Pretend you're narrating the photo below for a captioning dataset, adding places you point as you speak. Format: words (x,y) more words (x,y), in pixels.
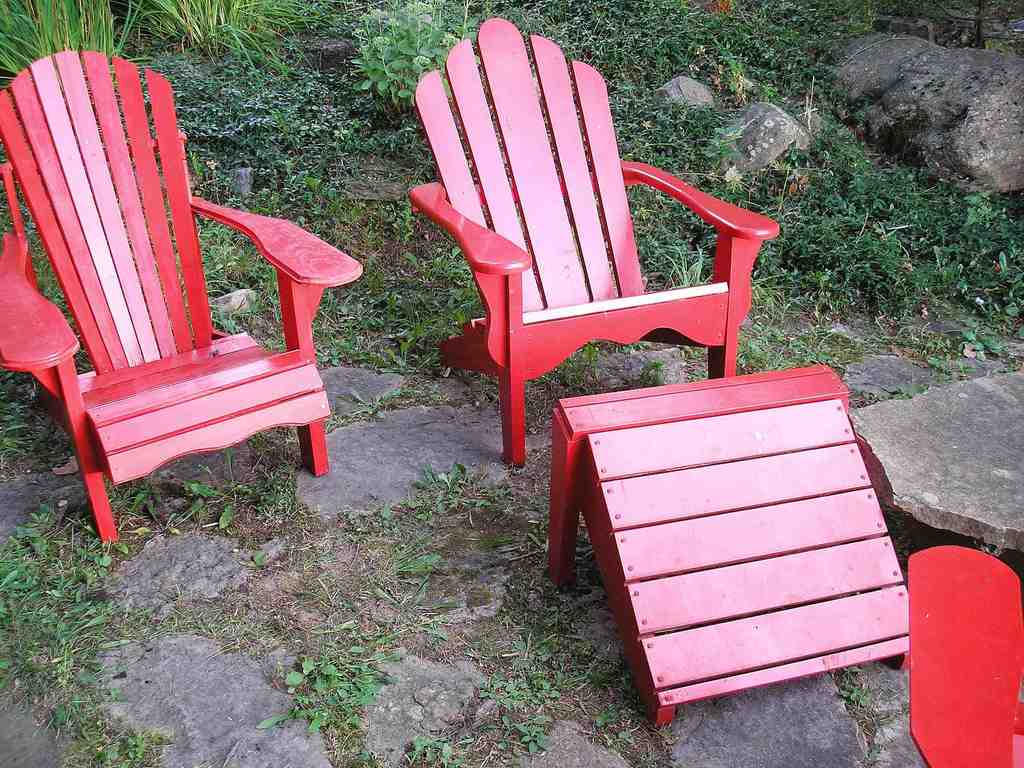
In the image there are chairs (540,317) and also there is a red color object (633,512). On the ground (389,471) there is grass (381,256). And also there are small plants (328,716), stones (989,78) and rocks (896,119) in the background (365,59).
